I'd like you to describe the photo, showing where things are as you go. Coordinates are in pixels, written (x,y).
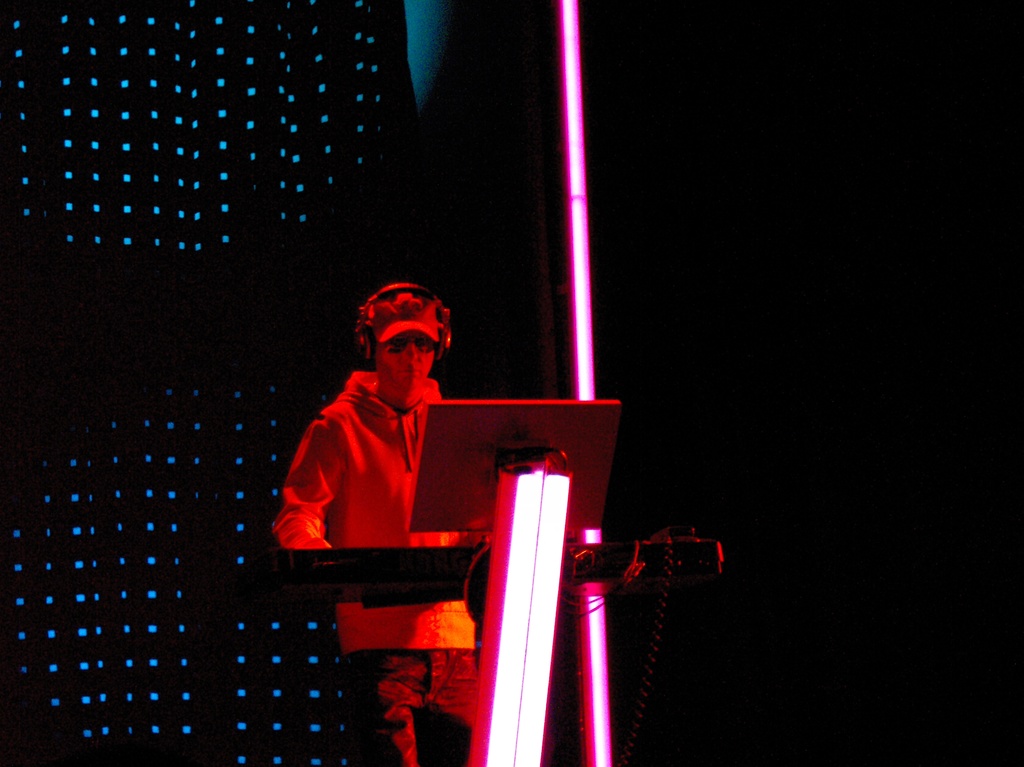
In the center of the image (376,491) we can see a man (444,624) standing, before him there is a piano (400,579) and a laptop (474,482) placed on the stand (554,518). In the background (585,117) there are lights (581,257).
